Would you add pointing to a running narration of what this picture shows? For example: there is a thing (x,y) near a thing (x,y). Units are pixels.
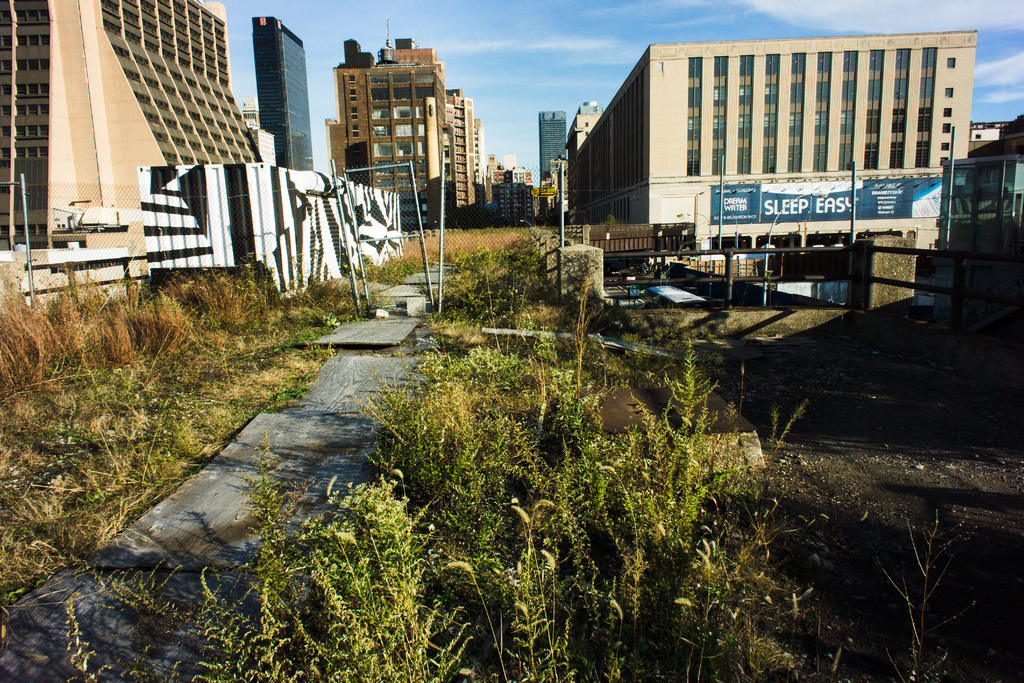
This image consists of many buildings (406,140). At the bottom (600,537), there are plants (519,426). In the front (349,190), we can see the pillars (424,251) and poles (442,253). At the top (582,86), there is sky (590,55). At the bottom (938,626), there is ground (854,458).
